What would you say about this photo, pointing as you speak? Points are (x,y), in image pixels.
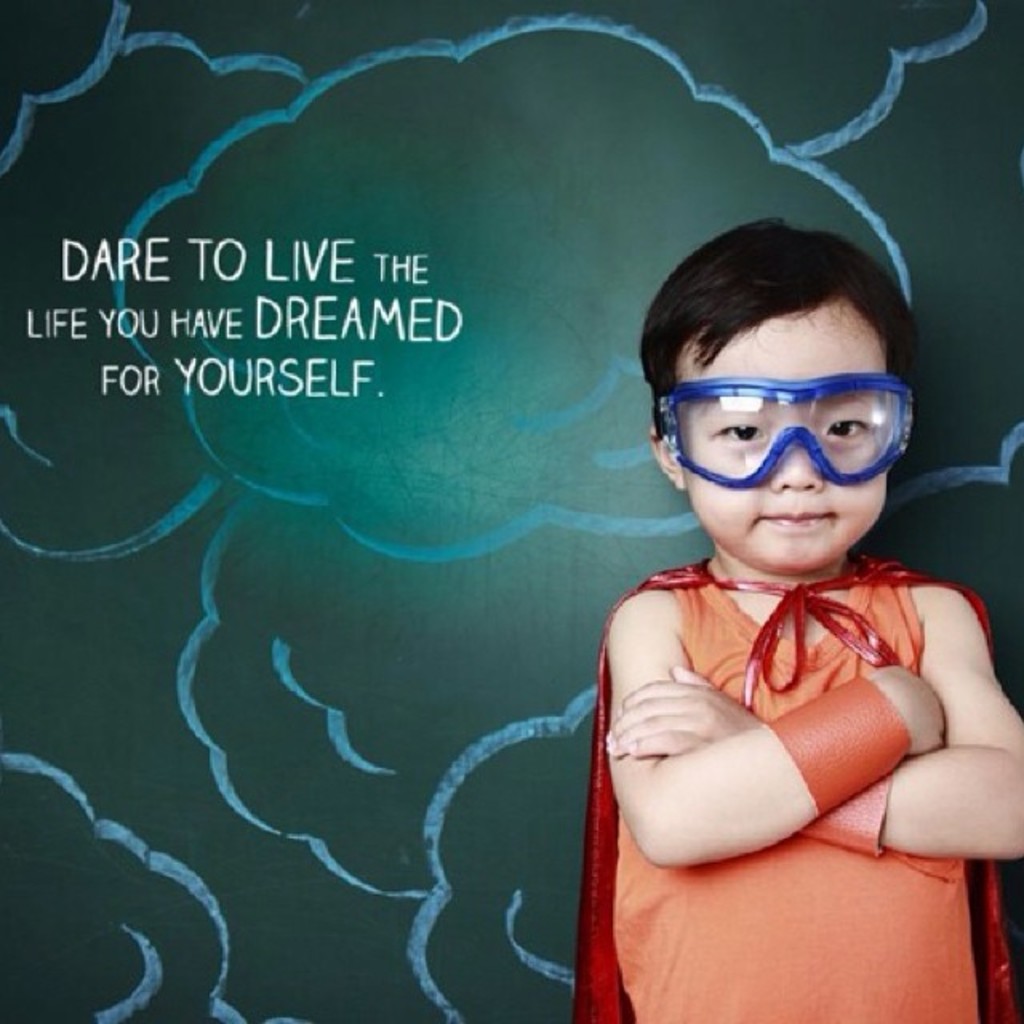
On the right side (934,841), there is a child (797,723) in an orange color t-shirt (779,882), wearing goggles (821,428) and standing. In the background (488,243), there are texts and a painting (267,271) on a surface (569,446). And the background (668,246) is green in color.
